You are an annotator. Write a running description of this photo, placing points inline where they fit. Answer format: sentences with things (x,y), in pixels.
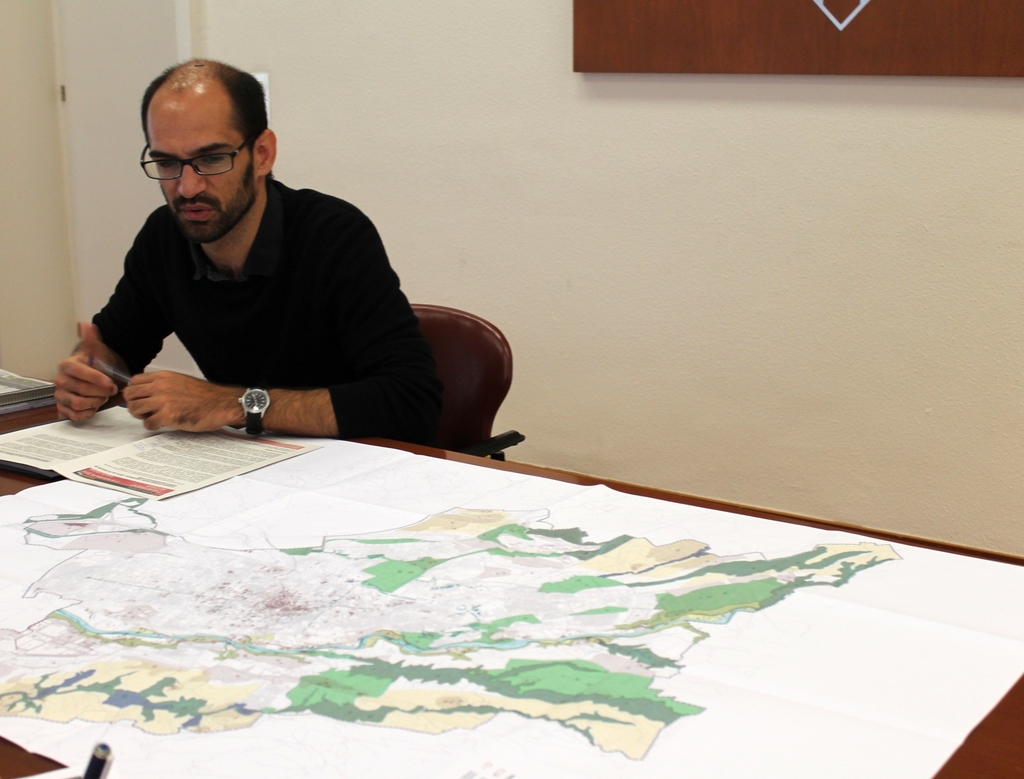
In this image I see a man (322,289) who is sitting on the chair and there is a table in front of him and on the table (55,420) there is a paper (335,495) and few books (22,388). In the background (793,292) I see the wall (1005,475).
